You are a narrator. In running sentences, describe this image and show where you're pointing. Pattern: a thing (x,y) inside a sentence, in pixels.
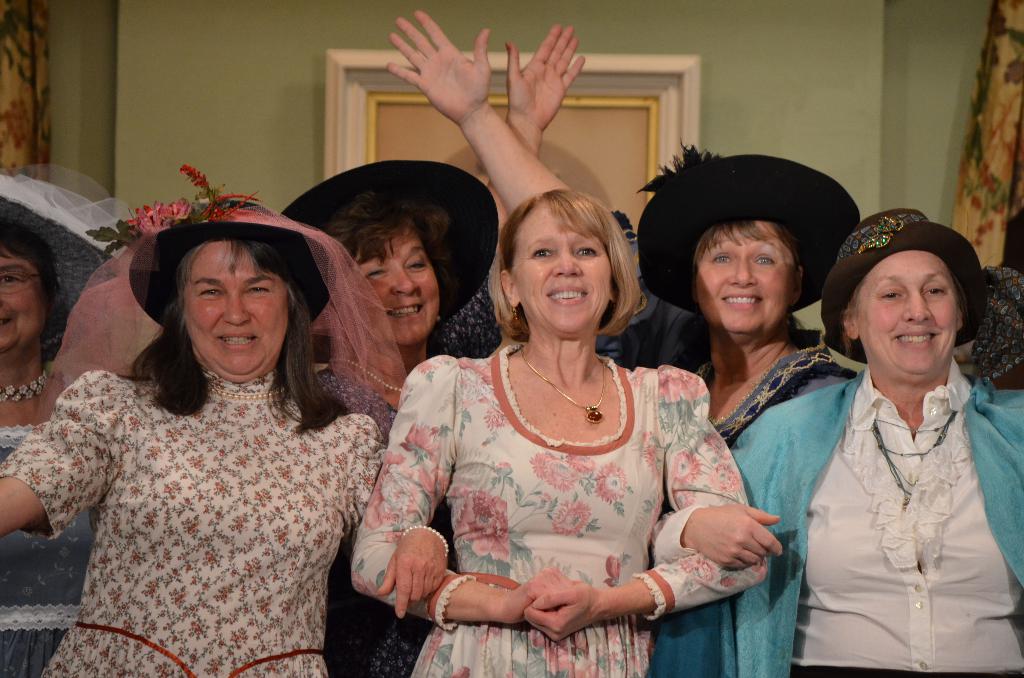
In this image there are group of people (496,443) standing, and at the background (949,33) there is curtain (1000,181), frame (453,138) attached to wall (309,154).
